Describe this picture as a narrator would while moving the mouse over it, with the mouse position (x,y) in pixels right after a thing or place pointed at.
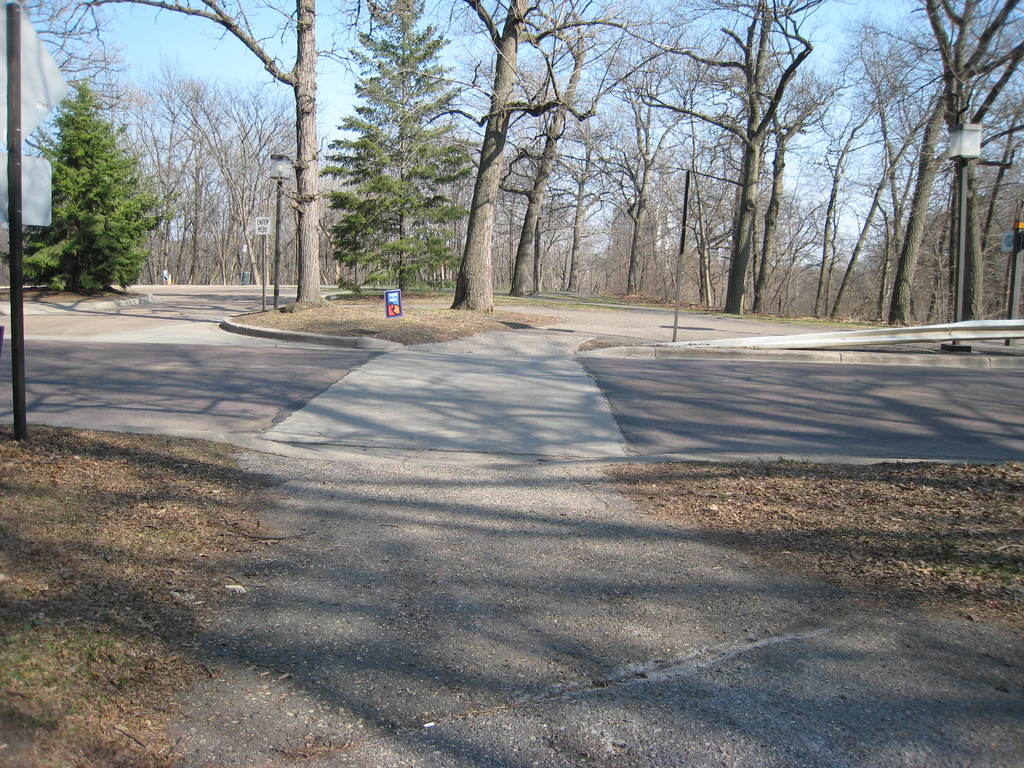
In this image I can see a road (875,423), there are some trees (510,112) and the sky (830,132) visible beside the road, there is a street light pole (950,143) visible on the right side (956,318).
